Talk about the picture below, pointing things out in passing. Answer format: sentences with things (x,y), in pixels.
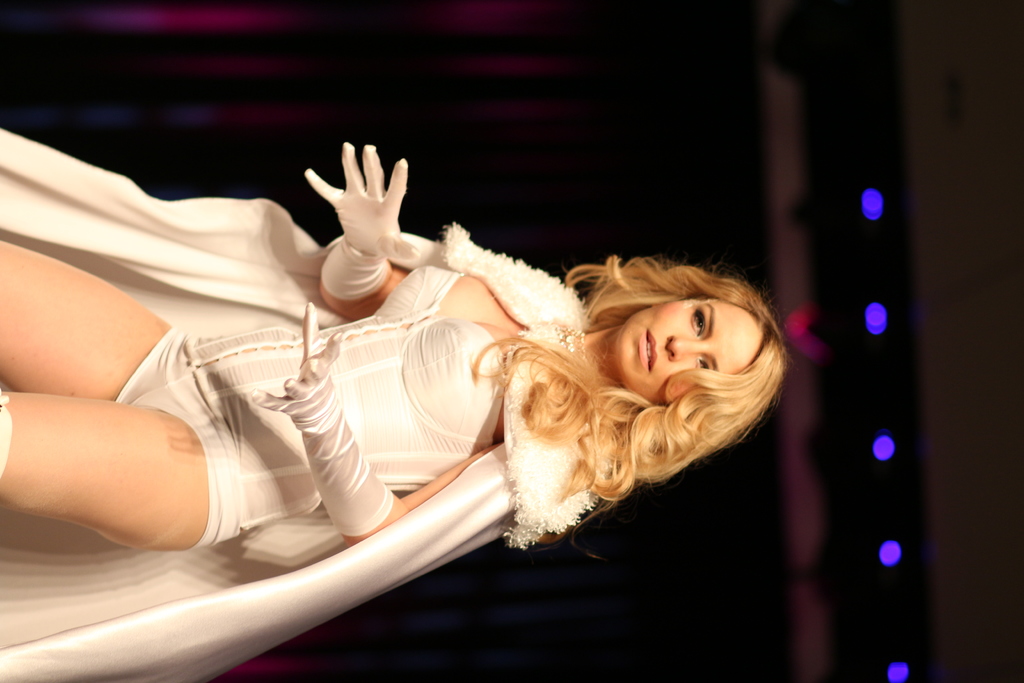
In this picture there is a woman (333,315) standing. In the background of the image (718,166) it is dark and we can see lights (875,206).
